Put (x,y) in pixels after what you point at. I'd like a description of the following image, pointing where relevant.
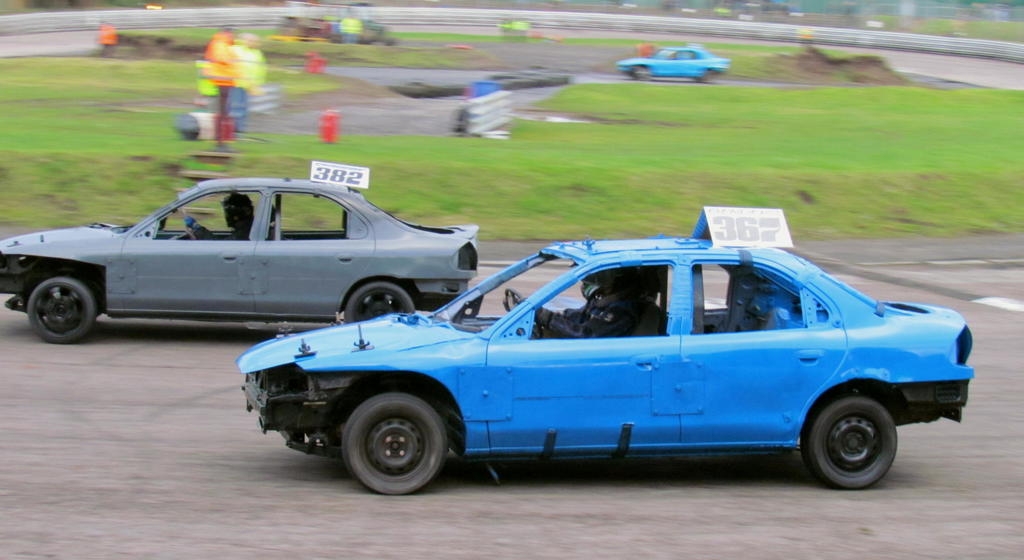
In the image there are two cars (565,347) moving on the road (24,447) and behind the cars (188,191) there is a grass surface (20,194), behind the grass surface (617,173) there is another car (656,61), the picture is captured while the cars (461,368) are in motion.
